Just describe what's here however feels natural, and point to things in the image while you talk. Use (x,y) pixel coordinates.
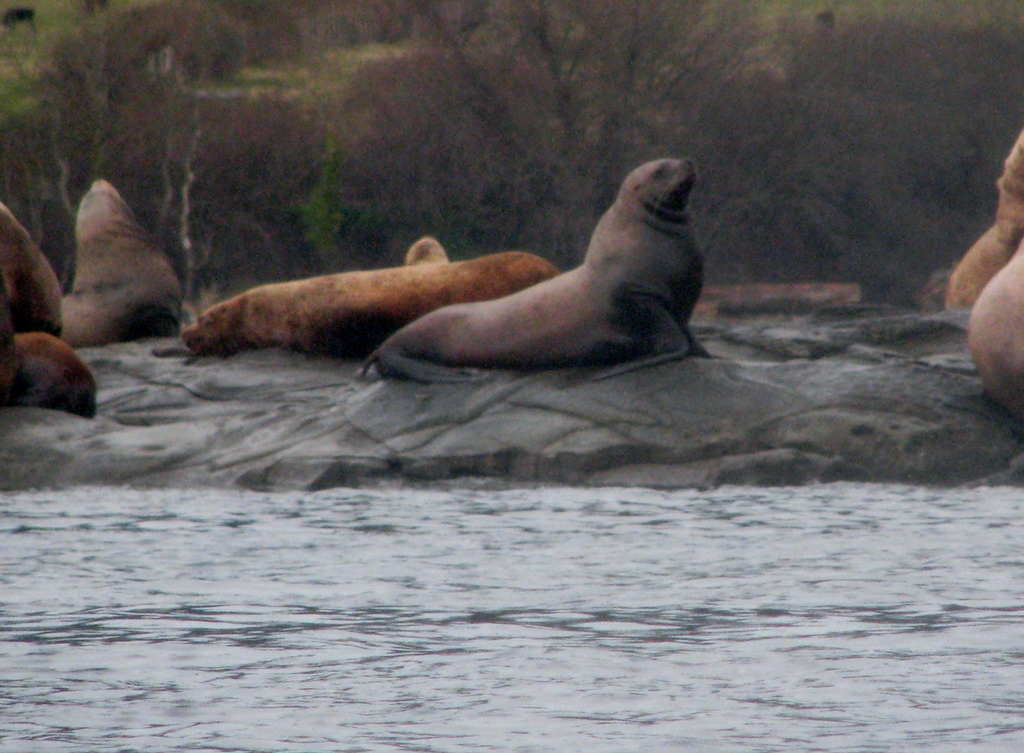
In this image I can see the water (512,664) and the rocky surface (689,443). On the surface (286,431) I can see few sea lions (481,309) which are brown, cream and black in color. In the background (783,134) I can see few trees (496,107).
